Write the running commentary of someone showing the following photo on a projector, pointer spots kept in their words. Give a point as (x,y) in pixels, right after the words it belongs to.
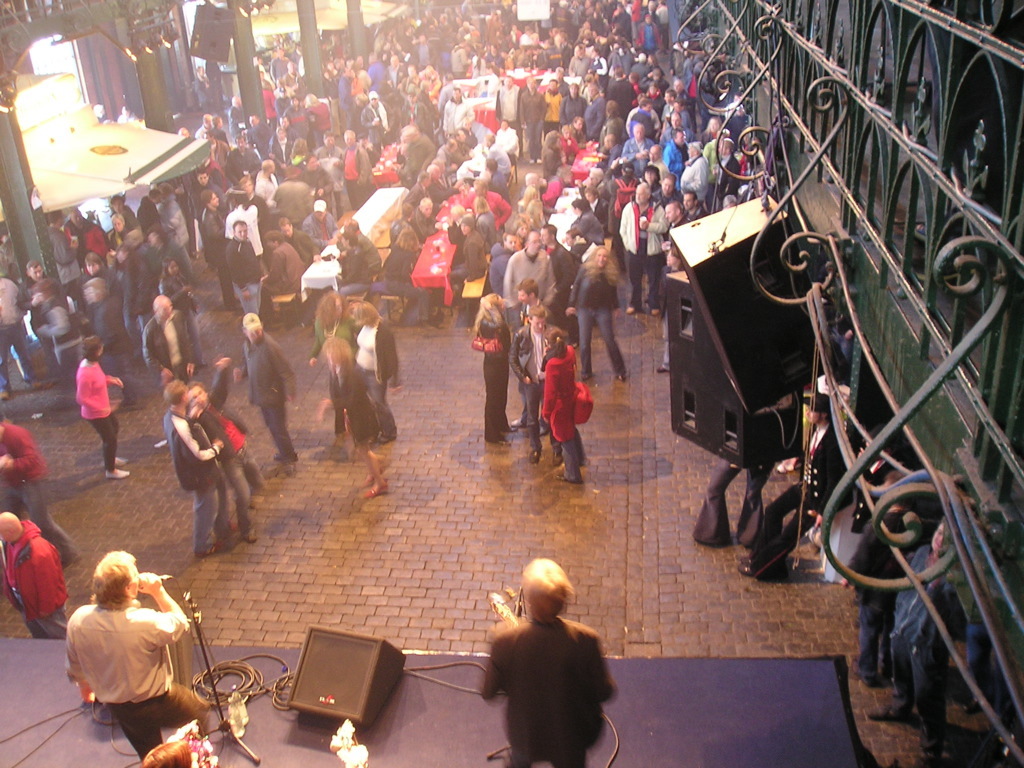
In this picture there are group of people (602,119), few people (562,107) are standing and few people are sitting. In the foreground (140,744) there is a person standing and holding the microphone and there is a person (561,636) standing and holding a musical instrument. There are microphones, speaker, wires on the stage (400,753). On the right side of the image (898,55) there is a speaker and there is a railing (936,368). On the left side of the image (305,17) there is a railing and there are pillars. At the top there are lights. In the middle (346,299) there are tables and benches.
